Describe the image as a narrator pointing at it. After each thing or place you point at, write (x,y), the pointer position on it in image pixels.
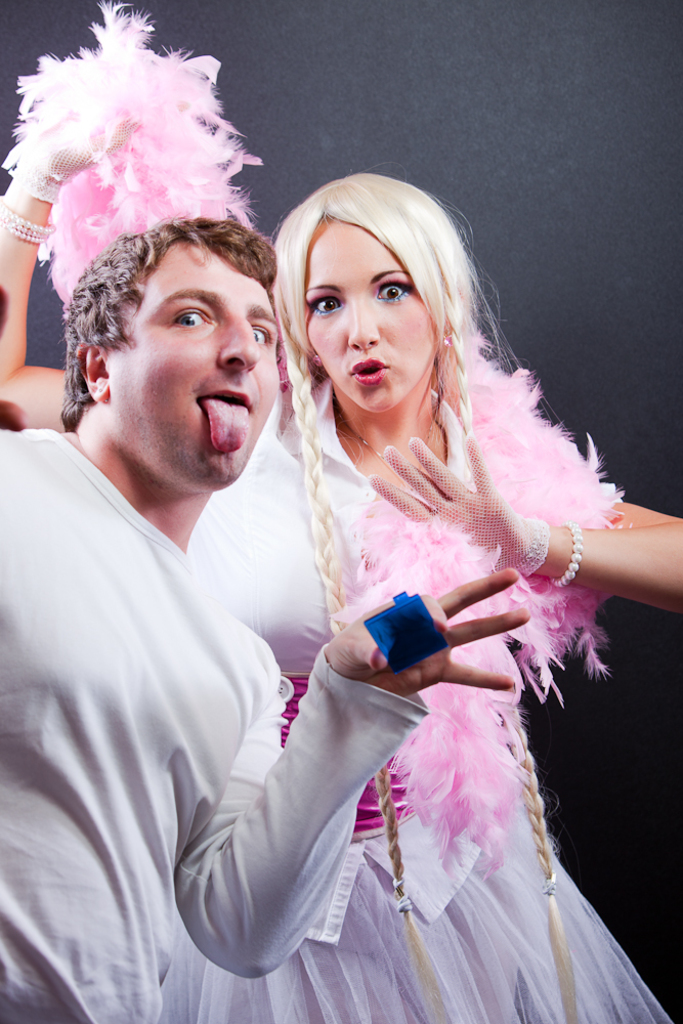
In this picture we can see a person (78,853) and we can a woman (445,592), person (57,904) is holding a blue color object (404,634).
